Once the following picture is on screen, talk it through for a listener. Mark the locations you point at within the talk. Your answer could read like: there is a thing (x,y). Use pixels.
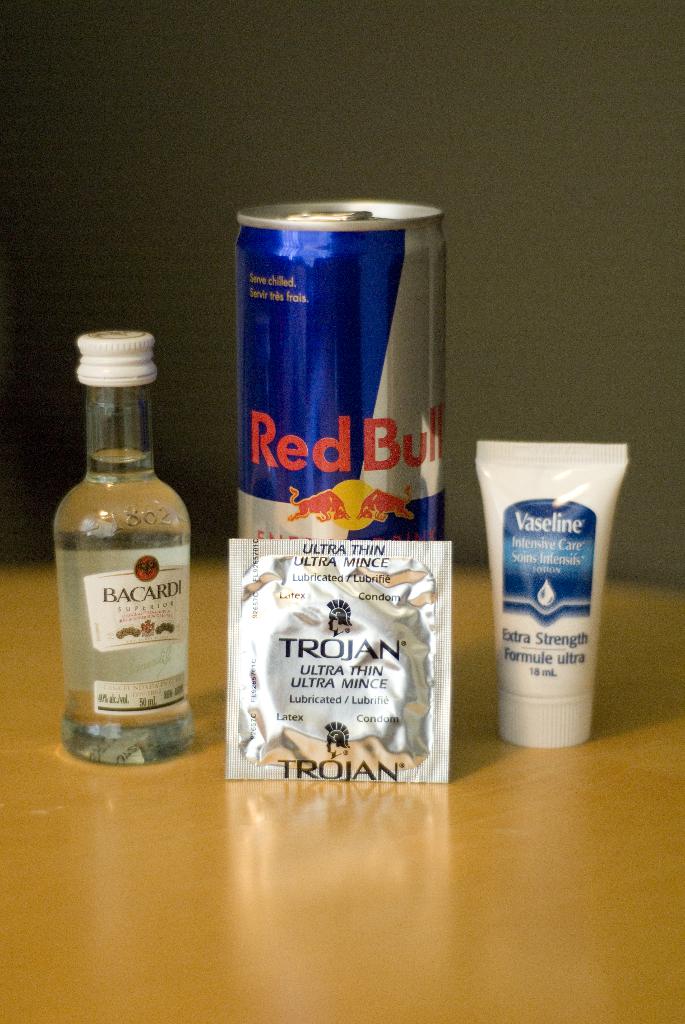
In this image i can see a red bull can (337,436), a bacardi glass bottle (153,557), a sachet (257,672) and a vaseline cream product (556,632) on the table (465,614).
